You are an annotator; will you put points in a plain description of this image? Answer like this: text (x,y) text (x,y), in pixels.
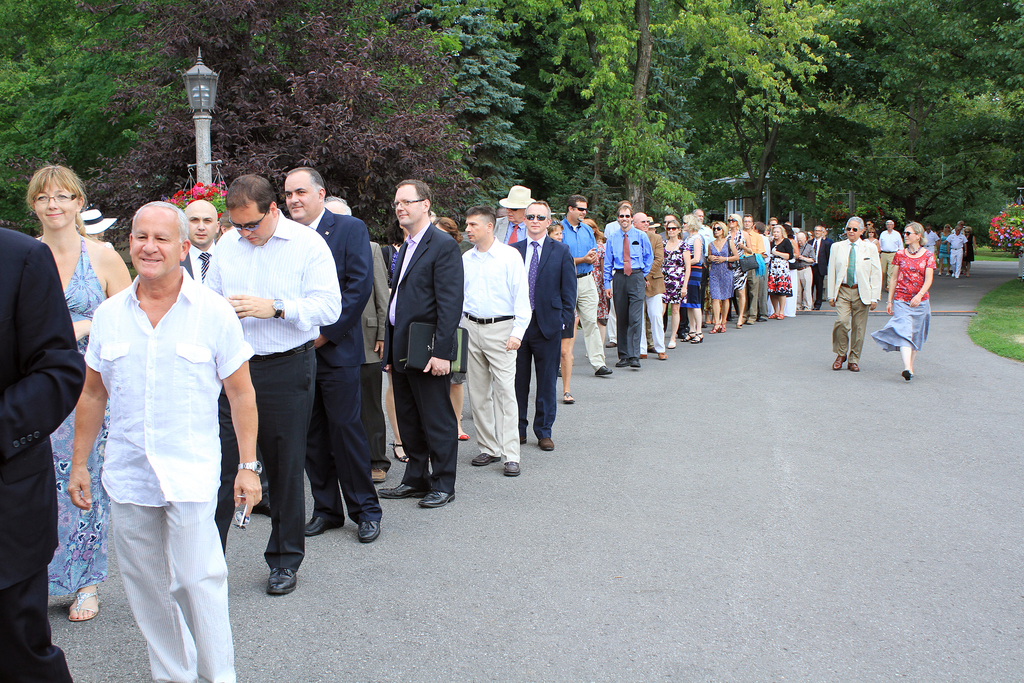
In this picture we observe series of people (189,420) are standing on the road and in the background (419,120) we observe trees (658,135) and light poles (198,96).
